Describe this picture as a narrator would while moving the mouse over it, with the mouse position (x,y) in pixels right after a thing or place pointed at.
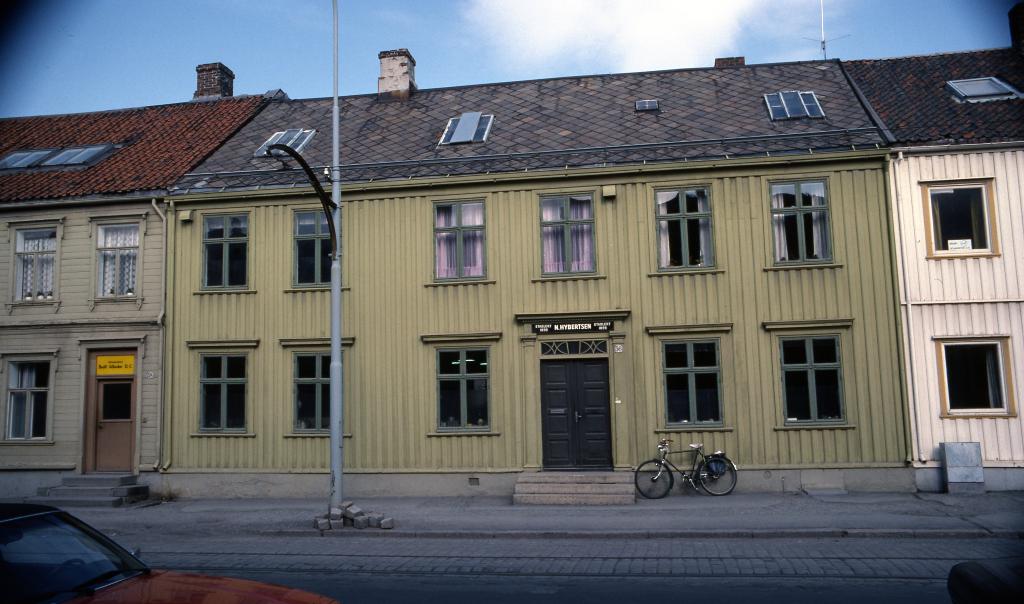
In this picture we can see a vehicle's (94,542), road (622,551), path (429,531), pole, boards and buildings (499,311). In the background of the image (608,40) we can see the sky (671,29).
